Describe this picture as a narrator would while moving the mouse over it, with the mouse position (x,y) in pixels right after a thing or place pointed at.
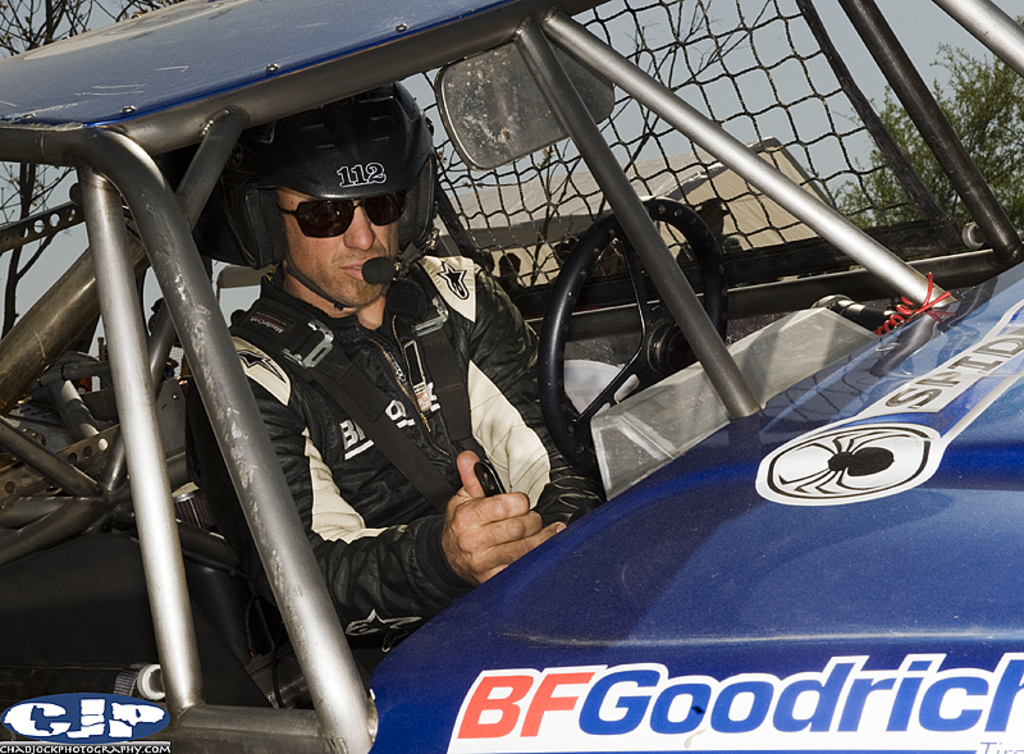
In this image, we can see a person (378,207) in a vehicle (633,477). We can see some leaves (1020,131) on the right (990,96). We can also see a tree (13,311) on the left (9,295). We can also see a watermark (15,711) on the bottom left corner (35,722).
